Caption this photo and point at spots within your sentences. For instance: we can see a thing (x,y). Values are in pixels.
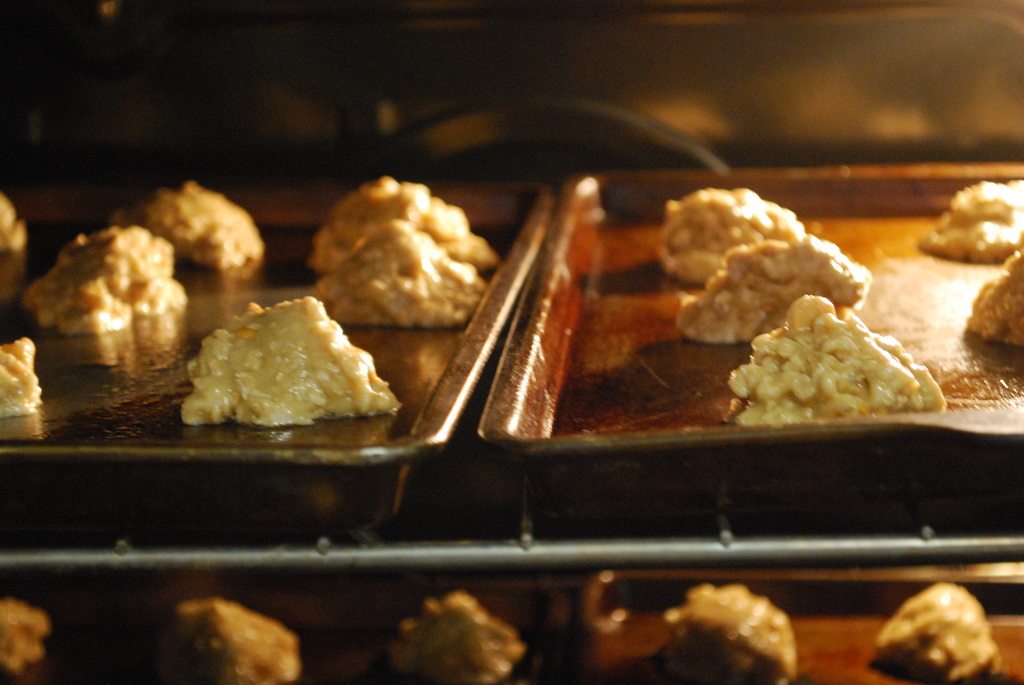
In this image we can see cookies (251,640) in a bakery trays (271,281).
